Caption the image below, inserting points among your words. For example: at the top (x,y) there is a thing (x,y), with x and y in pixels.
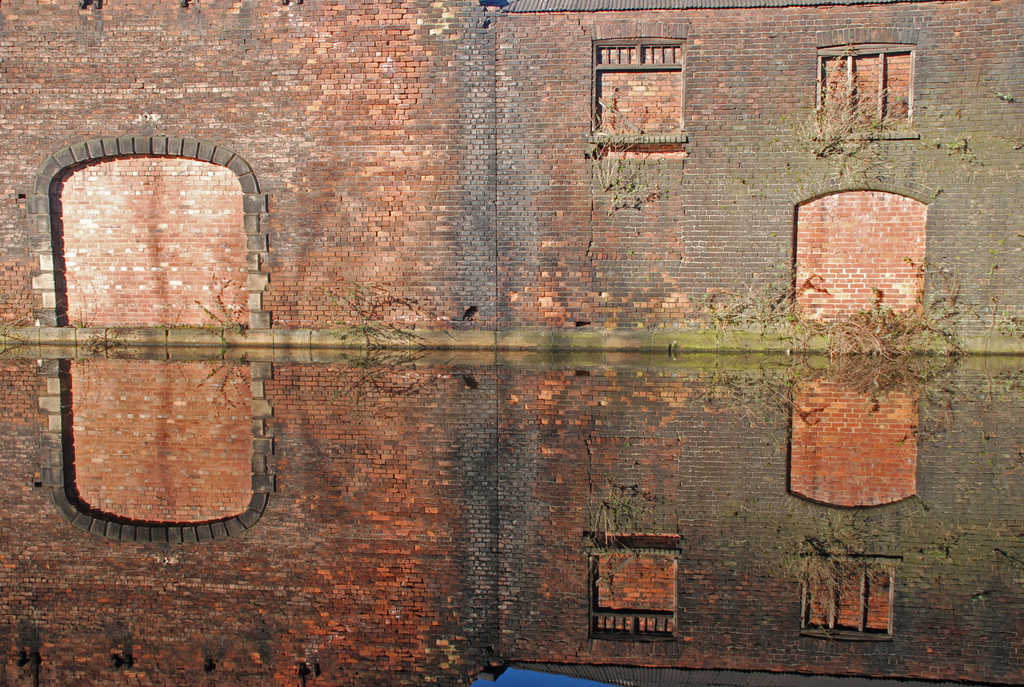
In this image we can see the wall (472,68) of the building (738,87), there we can also see the windows (653,103) close with bricks (679,104) and some creepers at the wall (723,99).
